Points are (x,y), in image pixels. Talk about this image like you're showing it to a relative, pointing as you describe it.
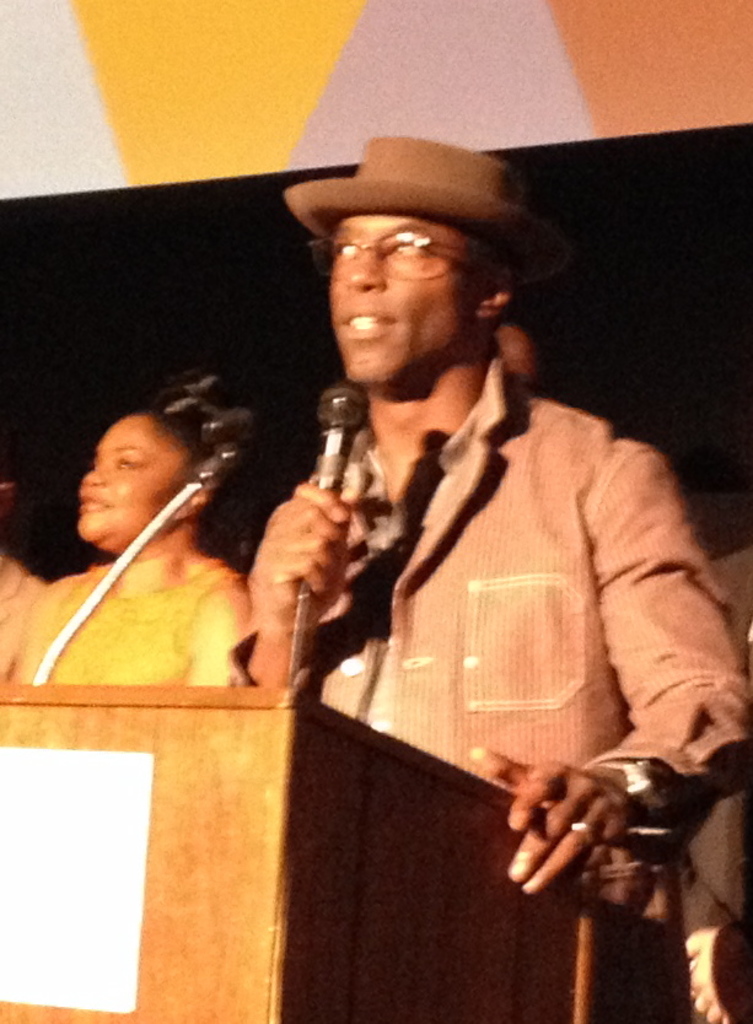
In this image we can see few people (555,552). A person (562,550) is standing near a podium (492,897) and speaking into a microphone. We can see a person (467,658) wearing a hat (412,176) in the image. We can see an object (403,53) at the top of the image (493,64).
